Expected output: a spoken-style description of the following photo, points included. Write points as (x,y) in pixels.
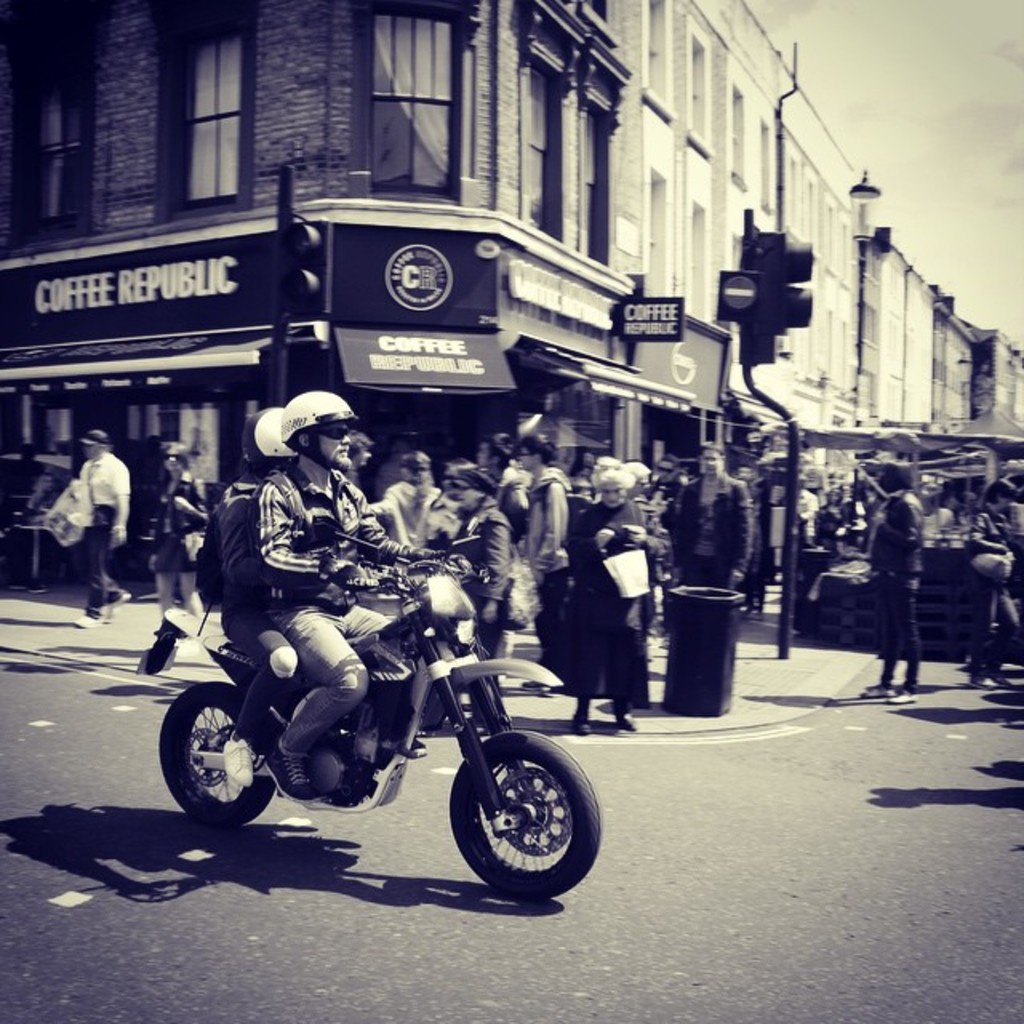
This picture shows a man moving on the motorcycle (415,652) on the road (11,931) we see few people (560,623) standing on the side and we see traffic lights (746,267) and a building (635,244) on the side.
